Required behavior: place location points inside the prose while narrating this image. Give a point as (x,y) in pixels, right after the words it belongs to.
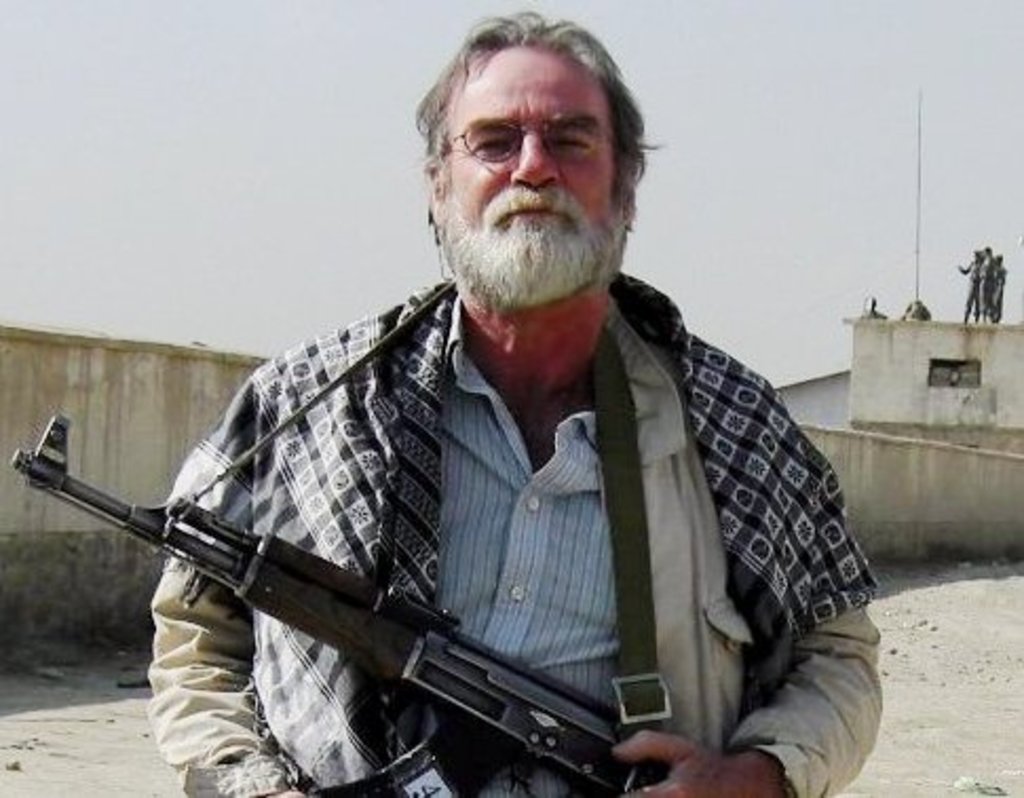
This is the picture of a place where we have a person (519,572) wearing spectacles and holding the gun (382,649), behind there are some other people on the roof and a wall (894,535).
